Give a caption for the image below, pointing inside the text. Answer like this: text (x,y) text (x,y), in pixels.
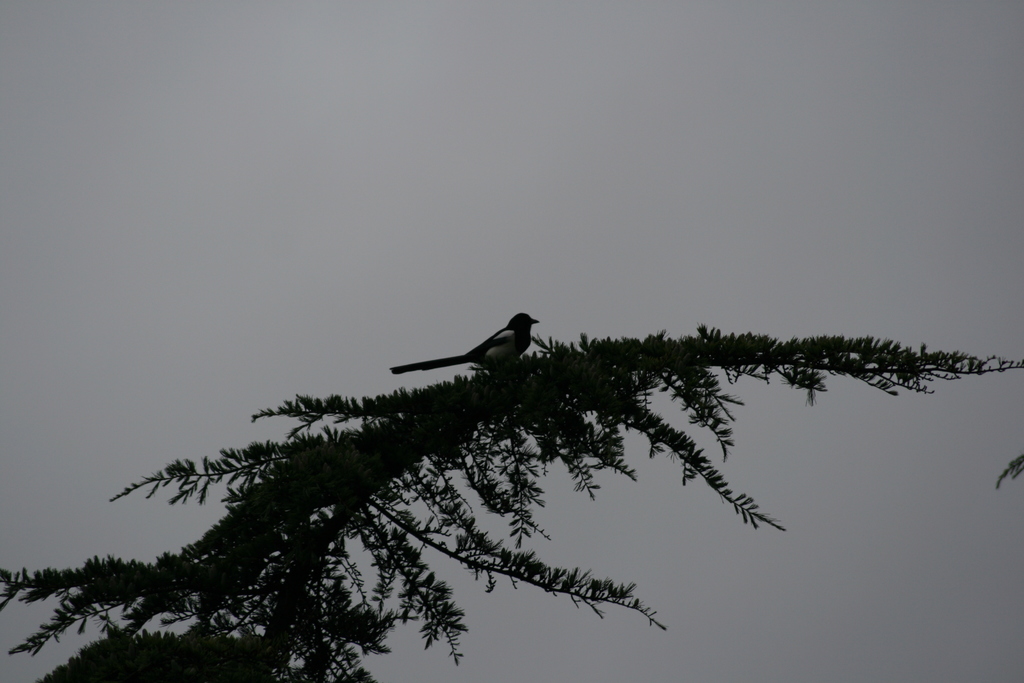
Here in this picture we can see a bird (504,337) present on a plant (487,399) over there.
